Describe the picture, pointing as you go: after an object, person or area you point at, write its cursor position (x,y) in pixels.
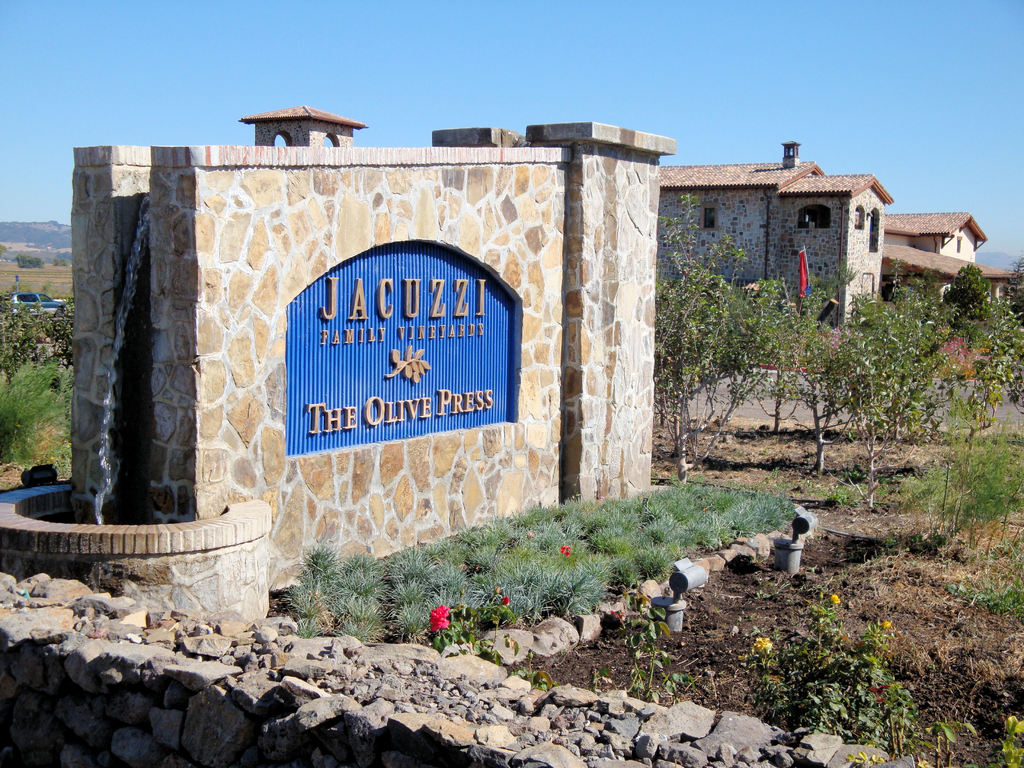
In this image I can see a house (794,257) and in front of house (814,273) there is a road (743,408) and plant (997,372) visible, on the left side (322,261), there is the wall (182,261), on the wall (537,385) there is a text (481,285), in front of wall (400,449) there is a grass (537,586), some plants (452,630), flowers (439,626), at the bottom (249,640) there is the stone wall.,at (263,671) the top there is the sky (568,69) visible, on the left side (33,302) I can see vehicle (33,313) and the sky (36,188) visible.
